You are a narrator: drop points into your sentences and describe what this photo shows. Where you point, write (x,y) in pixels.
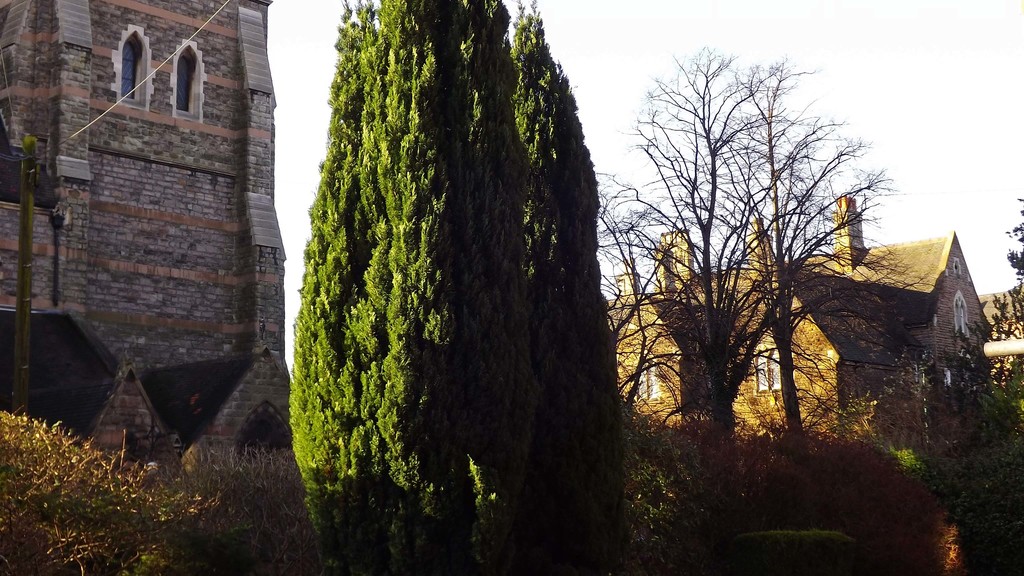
In this image, I can see the buildings (771,350) with the windows (762,354). These are the trees (542,479). At the bottom of the image (92,497), I think these are the bushes (683,485). This is the sky (737,26).
